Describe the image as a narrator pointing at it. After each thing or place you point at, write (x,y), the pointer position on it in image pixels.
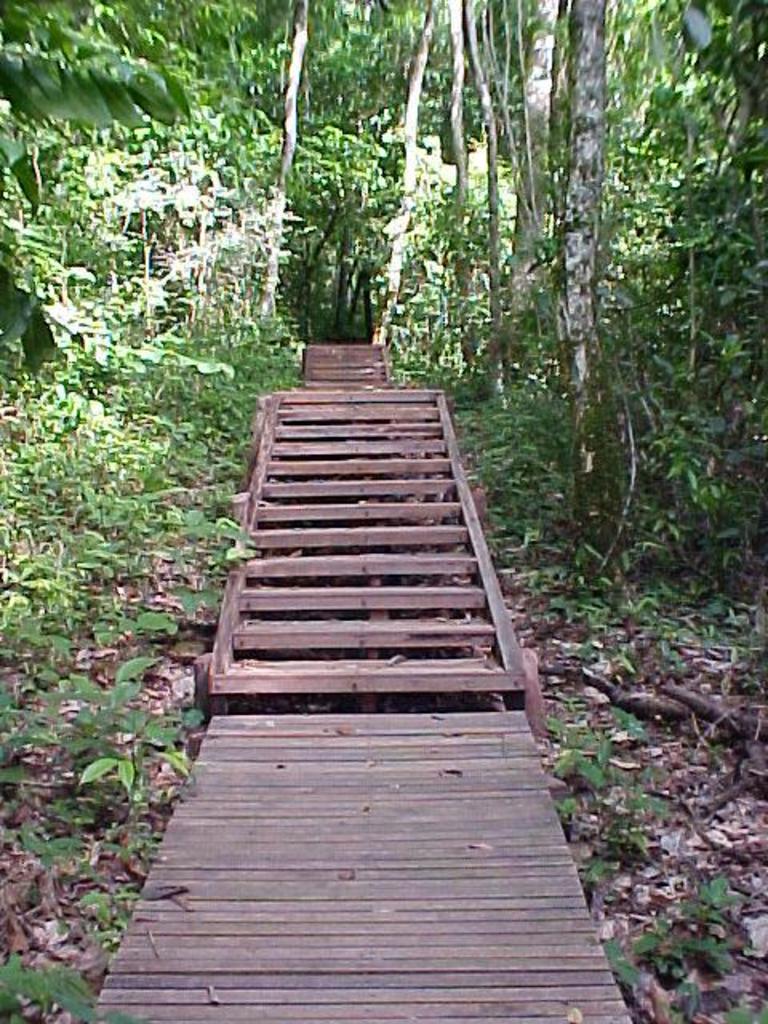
This image is taken outdoors. At the bottom of the image (342,839) there are wooden stairs (340,566). In the background (751,126) there are many trees (246,223) and plants (706,111). On the left (64,770) and right sides of the image there is a ground (124,646) with grass (95,568) and dry leaves (48,920) on it.
